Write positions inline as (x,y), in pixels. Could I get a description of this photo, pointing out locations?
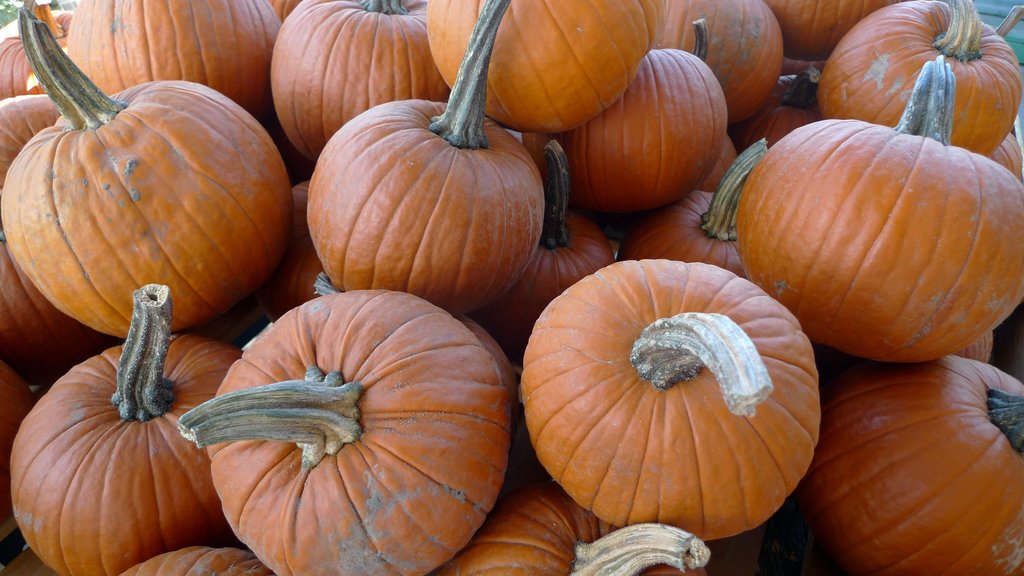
In this image we can see many pumpkins (524,309).
